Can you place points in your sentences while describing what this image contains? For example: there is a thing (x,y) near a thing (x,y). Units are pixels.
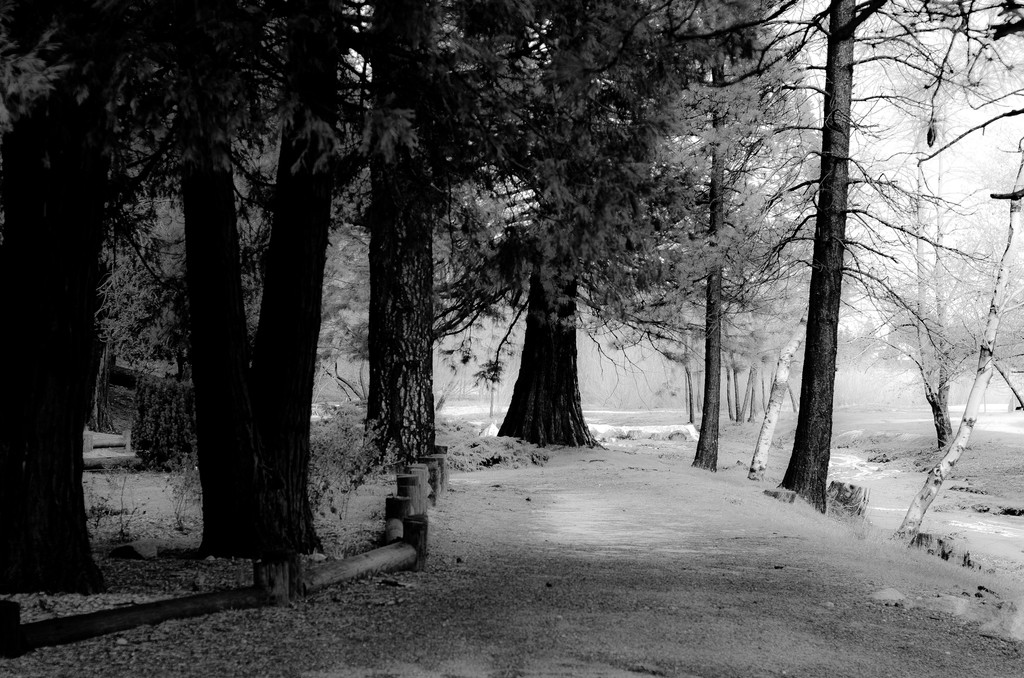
We can see trees (152,206), plants (318,421) and snow (964,482). In the background (962,144) we can see sky (969,161).
